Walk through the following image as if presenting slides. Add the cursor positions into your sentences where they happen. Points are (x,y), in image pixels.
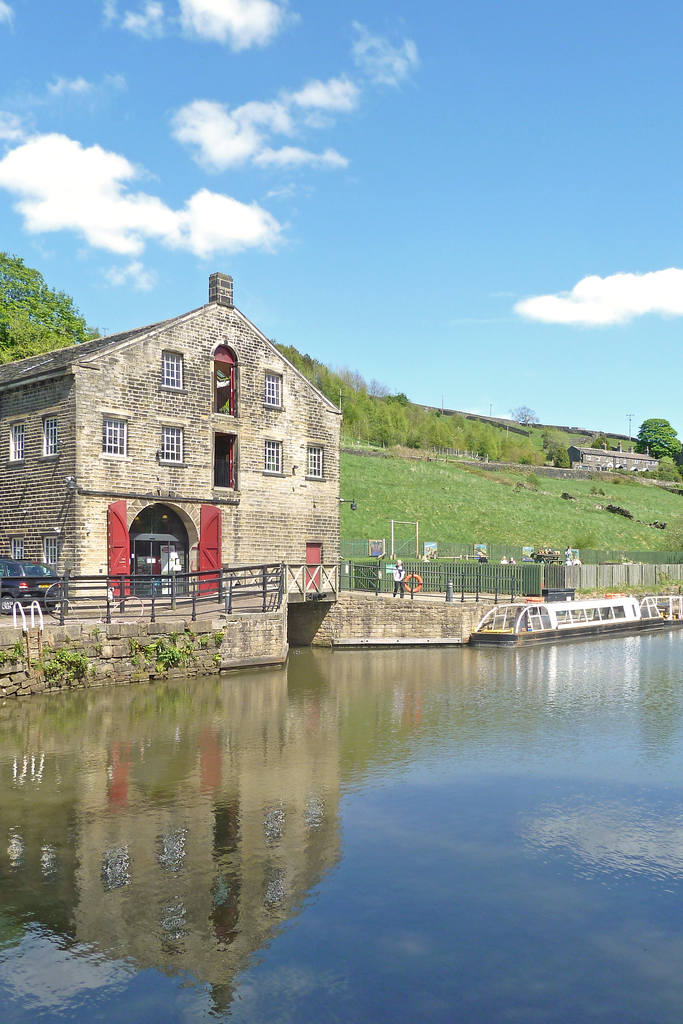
In this picture I can see the building (190,515), plants (370,417), streetlights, fencing (641,577) and shed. On the right (576,610) there is a boat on the water (617,723). In front of the building (34,524) I can see some persons (401,573) who are standing. On the left (14,563) there is a black color car (30,580) which is parked near to the fencing (45,601). At the top (351,143) I can see the sky (356,142) and clouds (6,178).
